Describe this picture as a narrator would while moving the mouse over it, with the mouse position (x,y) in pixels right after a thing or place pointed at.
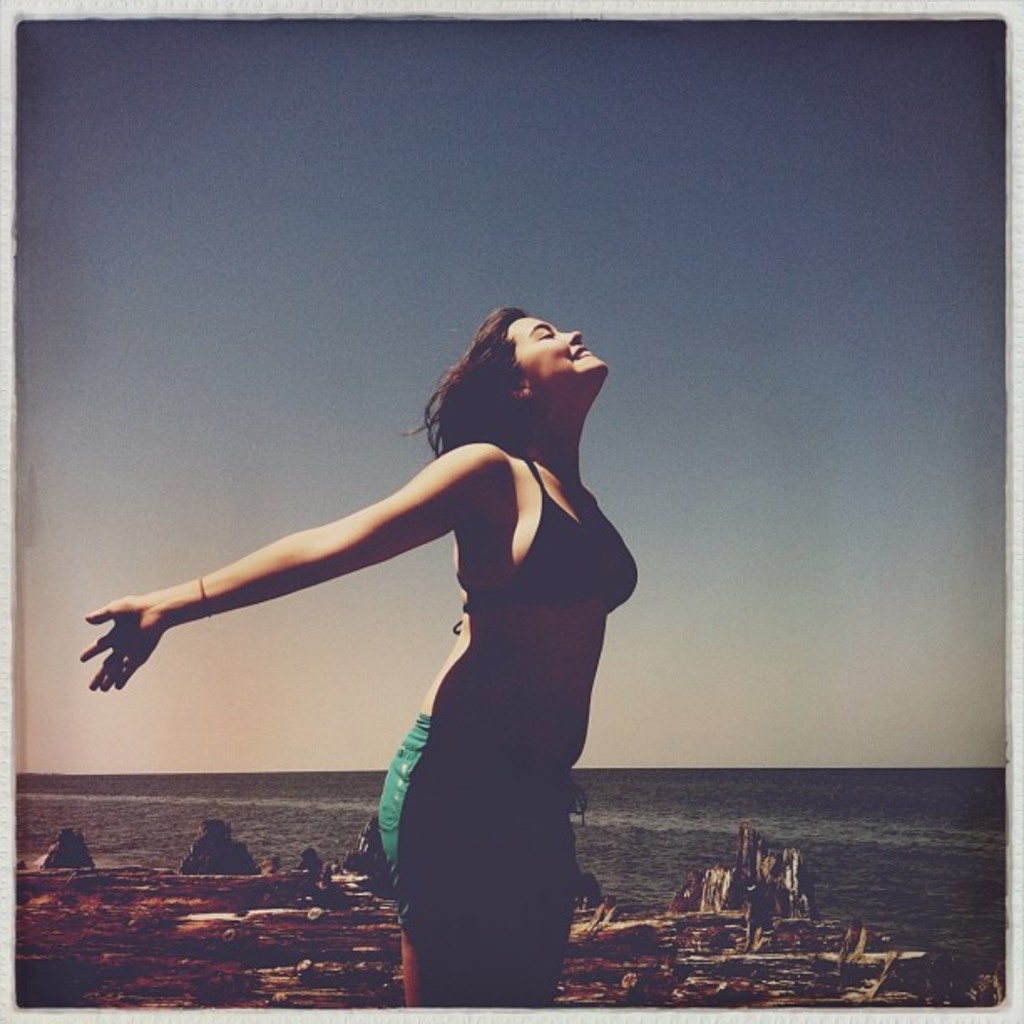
In the foreground of the picture (525,454) we can see a lady (528,392) with cheerful face (575,365), standing and there are logs (684,929) and stones (225,867). In the center of the picture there is a water body (777,827). In the background (315,284) it is sky (770,308). The picture has a frame (286,1015).
